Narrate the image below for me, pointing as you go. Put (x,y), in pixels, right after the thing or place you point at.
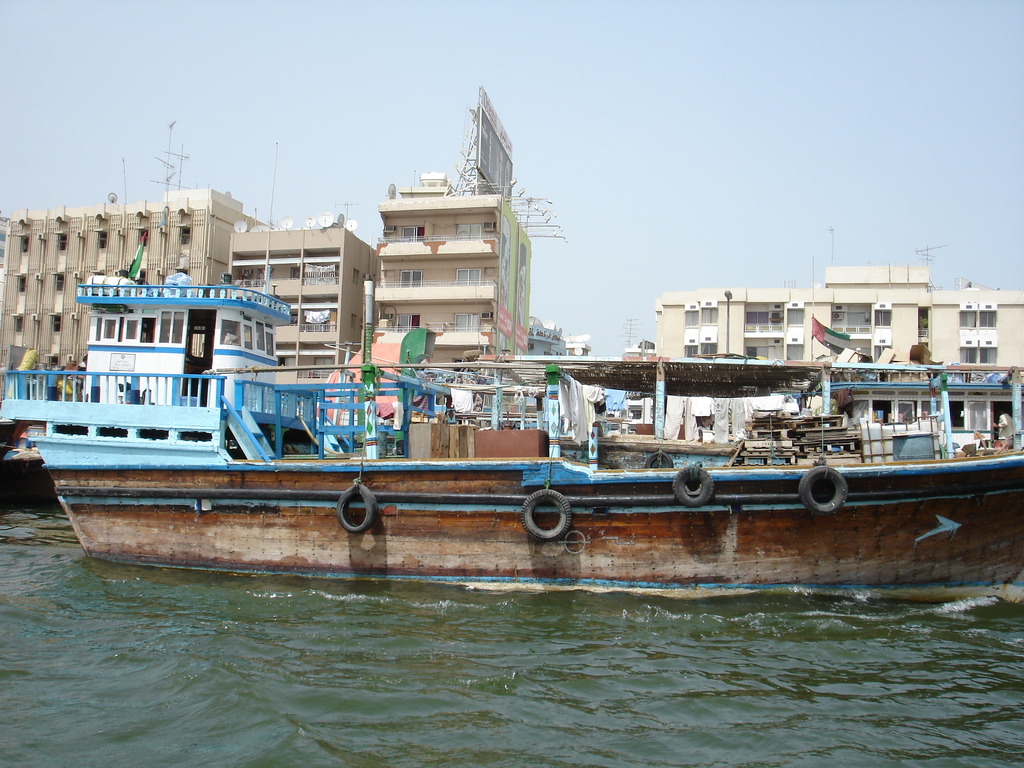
In the foreground (470,712) I can see boats (400,548) in the water (559,763), fence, shed (792,379), houses (321,367), buildings (562,342), flag poles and pillars (596,430). In the background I can see the sky (554,148). This image is taken may be near the ocean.
